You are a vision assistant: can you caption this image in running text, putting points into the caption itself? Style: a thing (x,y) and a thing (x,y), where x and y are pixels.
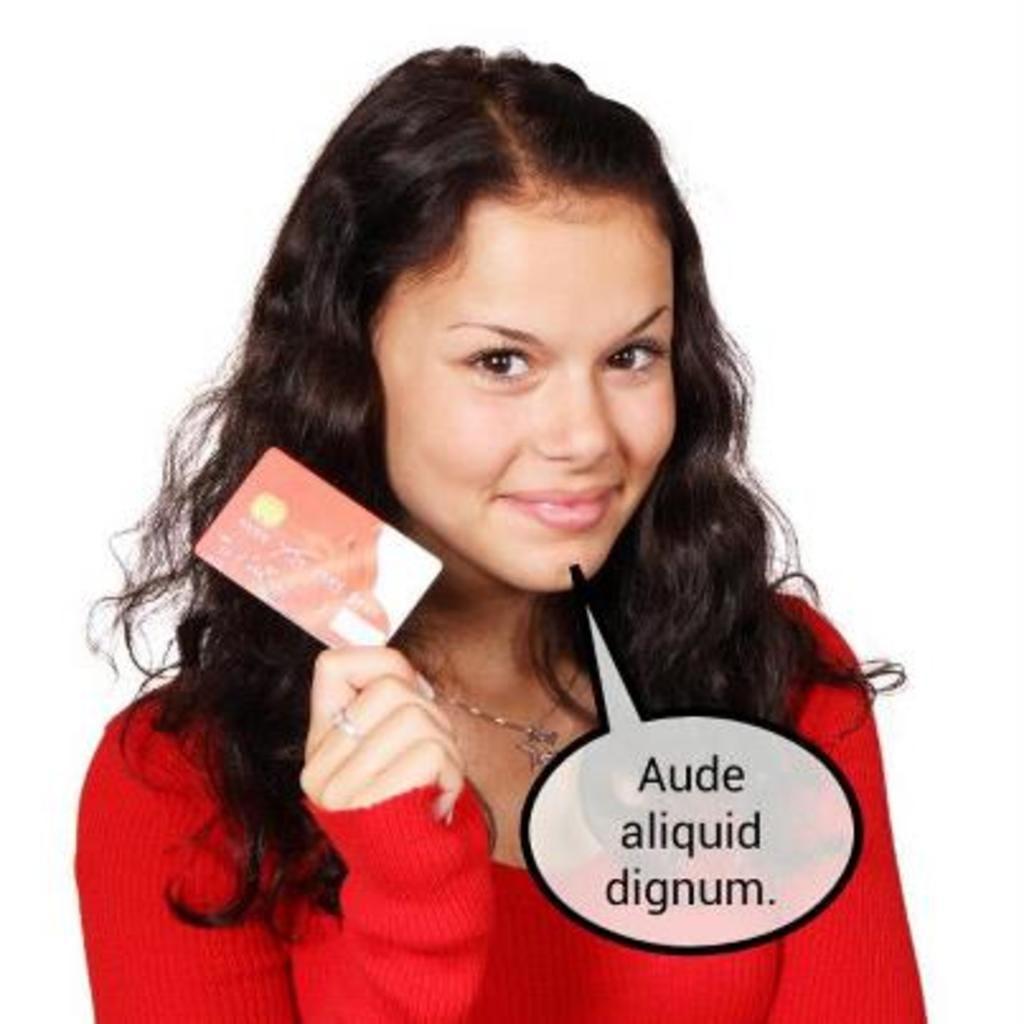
This looks like an edited image. I can see the woman (468,517) standing and smiling. She is holding a card (332,499) in her hand (369,650). She wore a red color dress (484,934). I think this is a speech bubble (661,774) on the image. The background looks white in color.
